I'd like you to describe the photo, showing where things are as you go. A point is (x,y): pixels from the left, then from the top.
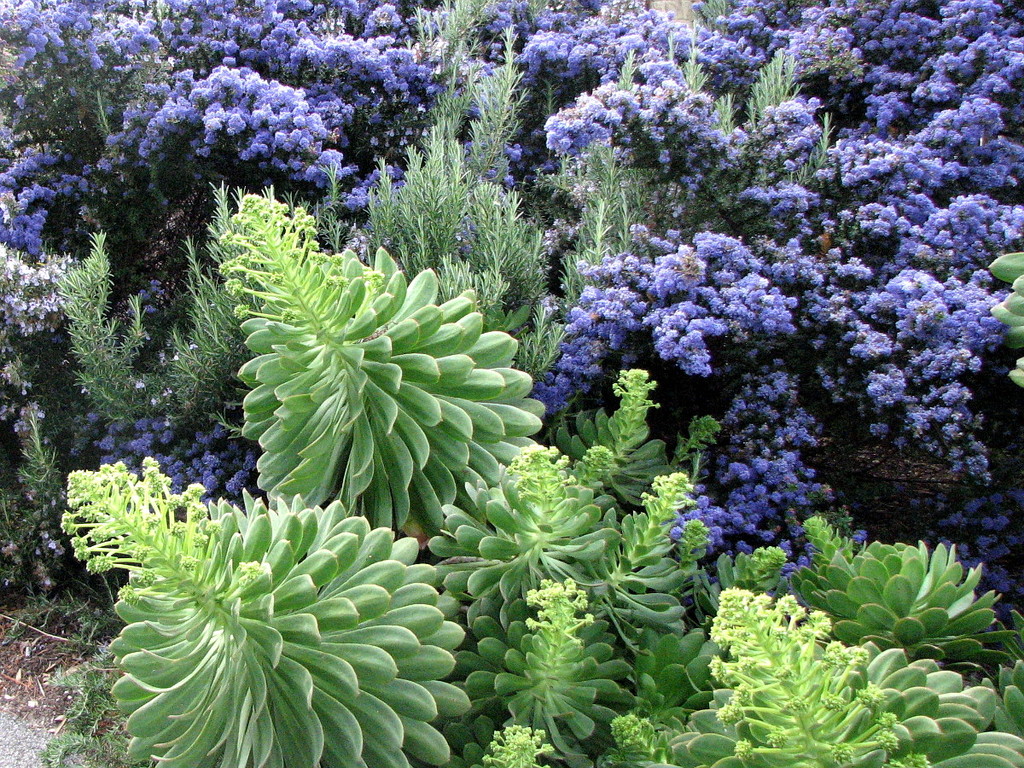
In this image there are flowers (755,138), plants (498,373) and trees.
